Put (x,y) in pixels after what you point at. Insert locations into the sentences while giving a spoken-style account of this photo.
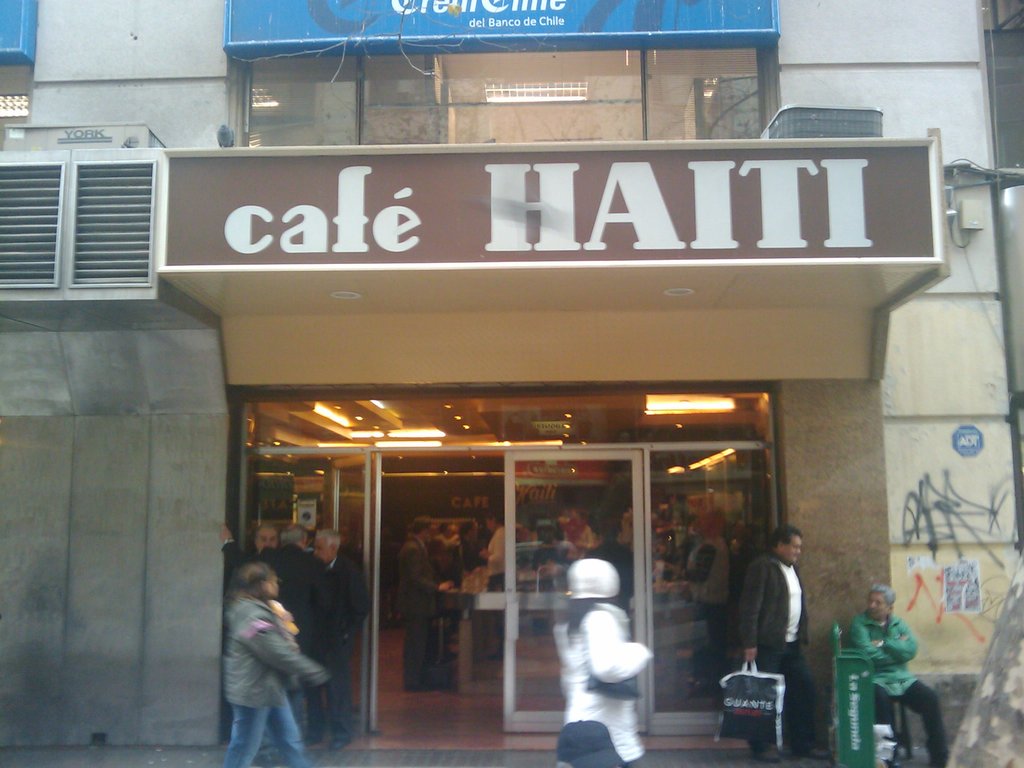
In this image we can see a building (534,360), boards (536,240), lights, glasses (519,657), and people (617,718). Here we can see a bin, posters (926,562), and few objects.
